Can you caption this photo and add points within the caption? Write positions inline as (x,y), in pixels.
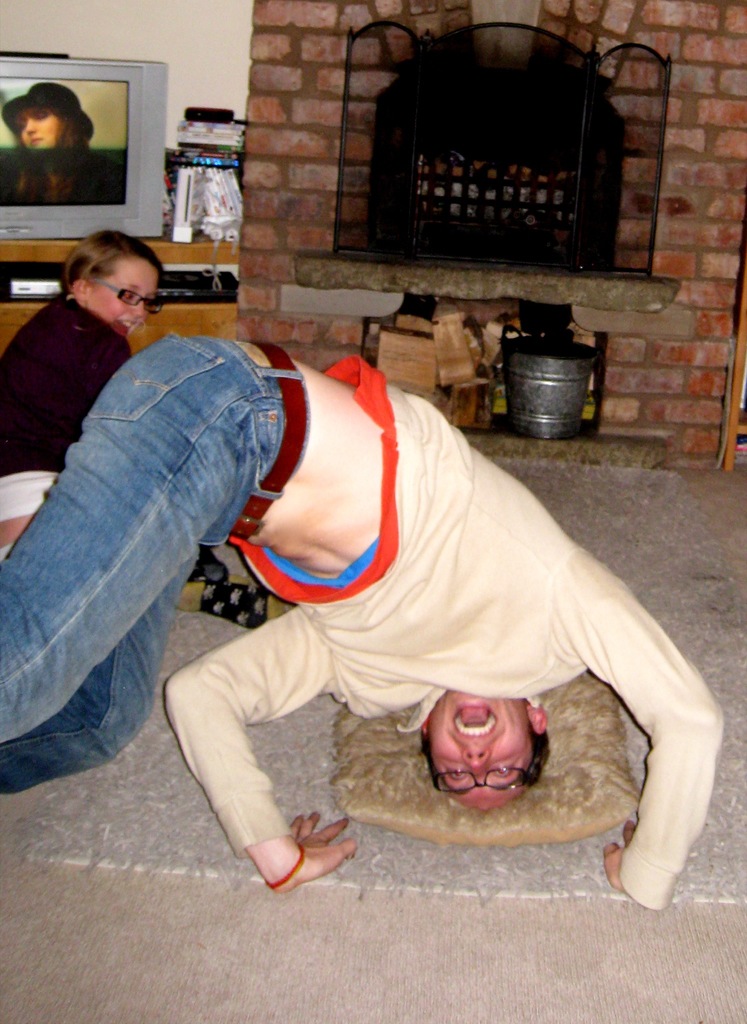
In this picture there is a person (464,643) placed his head (468,730) on a pillow (576,749) which is on the ground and there is a woman (79,360) sitting beside him and there is a television (89,142) placed on a table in the left corner (80,164) and there are some other objects (183,166) placed beside it and there is a fire place (479,200) in the background (502,176).
